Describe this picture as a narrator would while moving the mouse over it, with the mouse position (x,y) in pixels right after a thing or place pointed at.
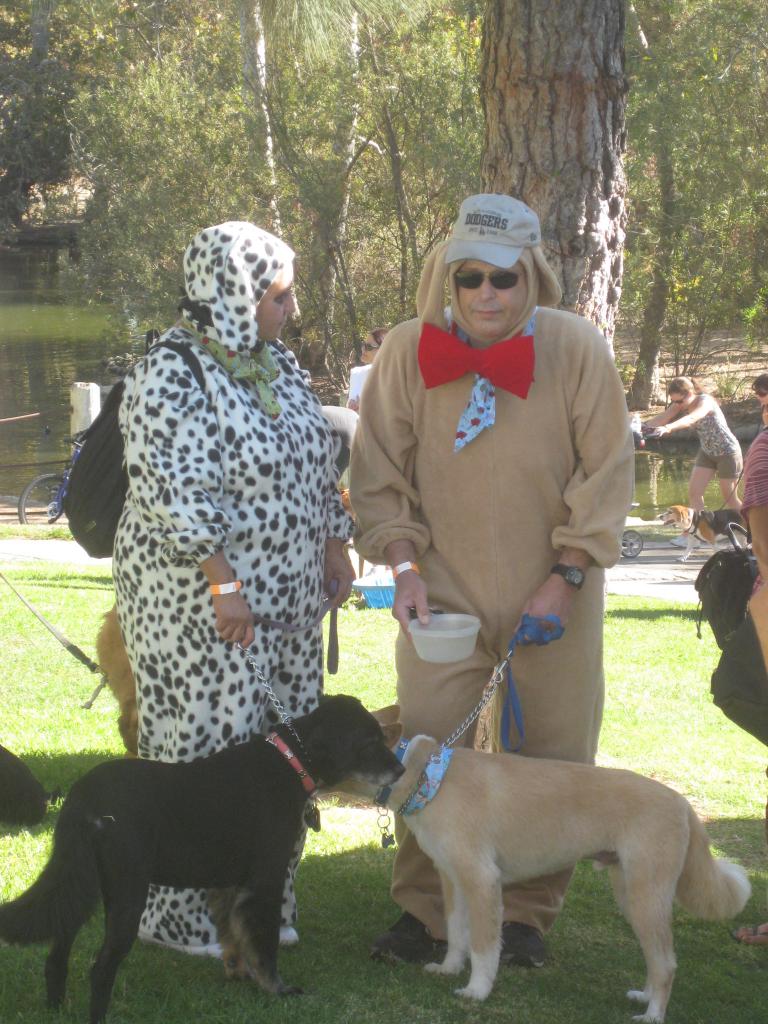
In this image there are the two persons (280,494) standing on the ground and in front of them there is a black and white color dog (163,818) seen, on the right side (717,206) i can see a trees (680,101) and on the left side (16,280) i can see a lake (36,361) and there is a bicycle (50,507) on the left side (33,497).
